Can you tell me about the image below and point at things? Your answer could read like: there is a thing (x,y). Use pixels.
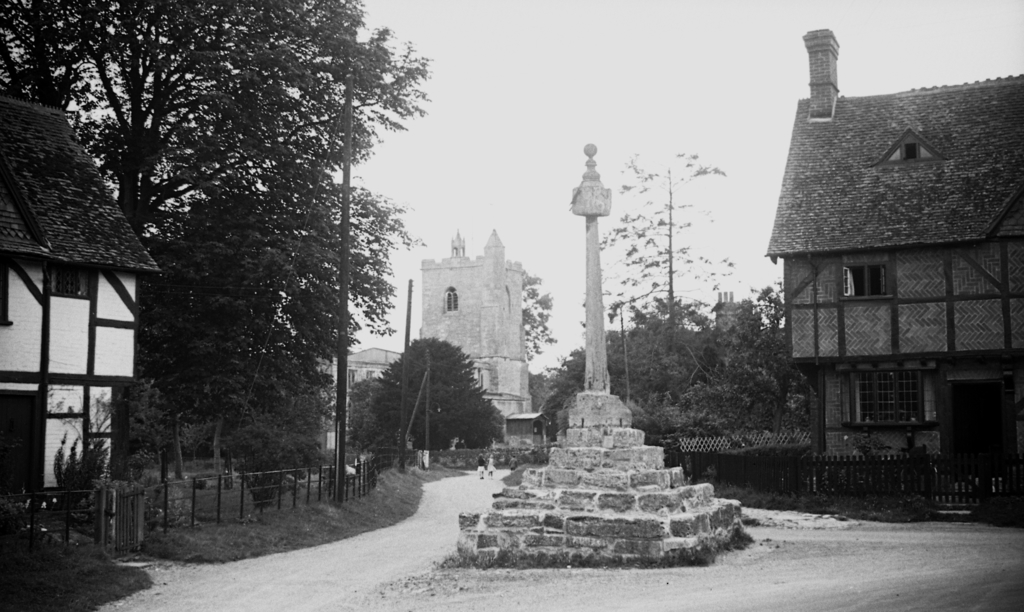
It looks like a black and white image. I can see the buildings (449,313) with the windows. It looks like a pillar (488,557). On the left side of the image (200,512), I can see the fence (367,475) and a small gate (139,519). These are the trees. It looks like a pathway (428,505). At the top of the image (520,67), I think this is the sky (677,56). On the right side of the image (944,485), I can see a wooden fence (854,456), which is in front of a building (883,450).
